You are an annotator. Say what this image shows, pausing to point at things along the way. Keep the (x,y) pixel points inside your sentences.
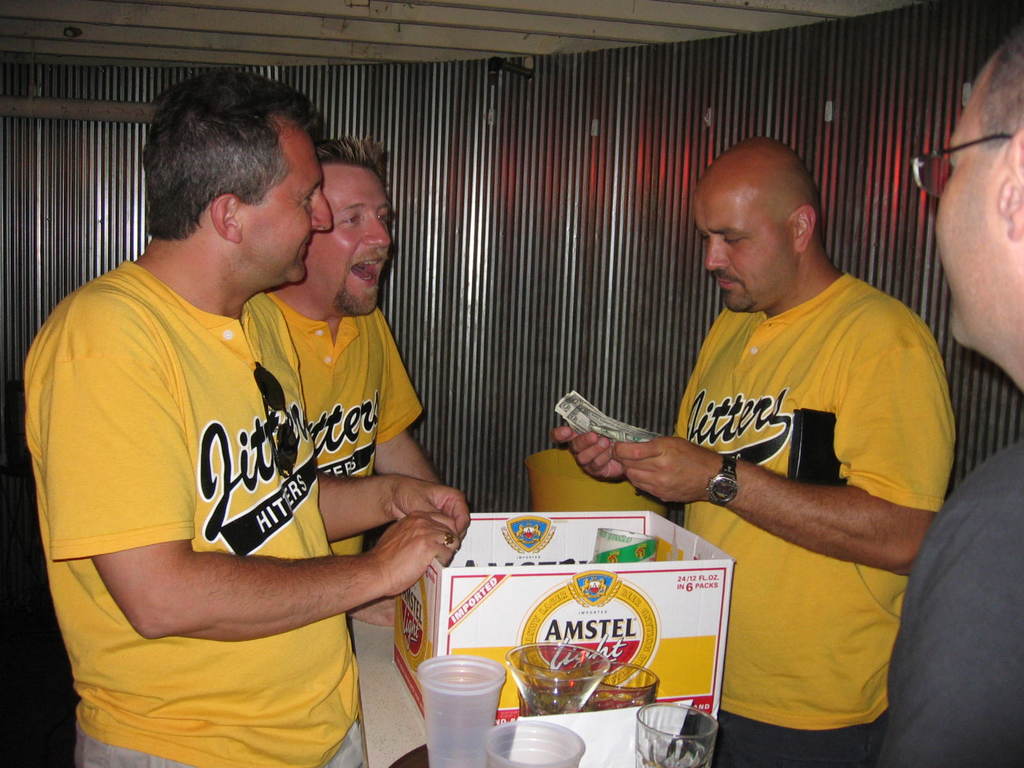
In this image we can see few people (760,490). One person (747,460) is holding currency (599,424) and wearing a watch (719,495). In front of them there is a box (567,608). Also there are glasses (584,703). In the back (547,130) there is a wall (462,79). Person (971,259) on the right side (961,169) is wearing specs (924,160).
